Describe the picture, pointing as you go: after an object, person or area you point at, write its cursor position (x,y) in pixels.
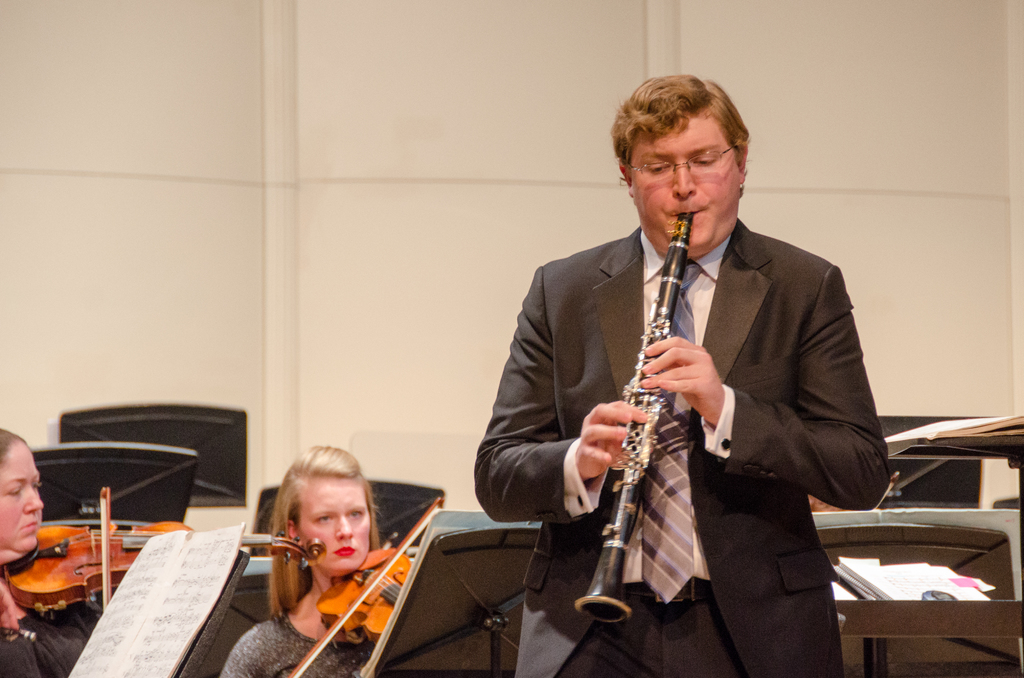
In this image I can see a person (708,342) wearing shirt (707,307), tie (672,415) and blazer (709,324) is standing and holding a musical instrument (615,606) in his hand (604,449). In the background (463,578) I can see few boards (440,643), few papers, few persons (298,586) holding musical instruments (57,602) and the cream colored surface (335,173).
